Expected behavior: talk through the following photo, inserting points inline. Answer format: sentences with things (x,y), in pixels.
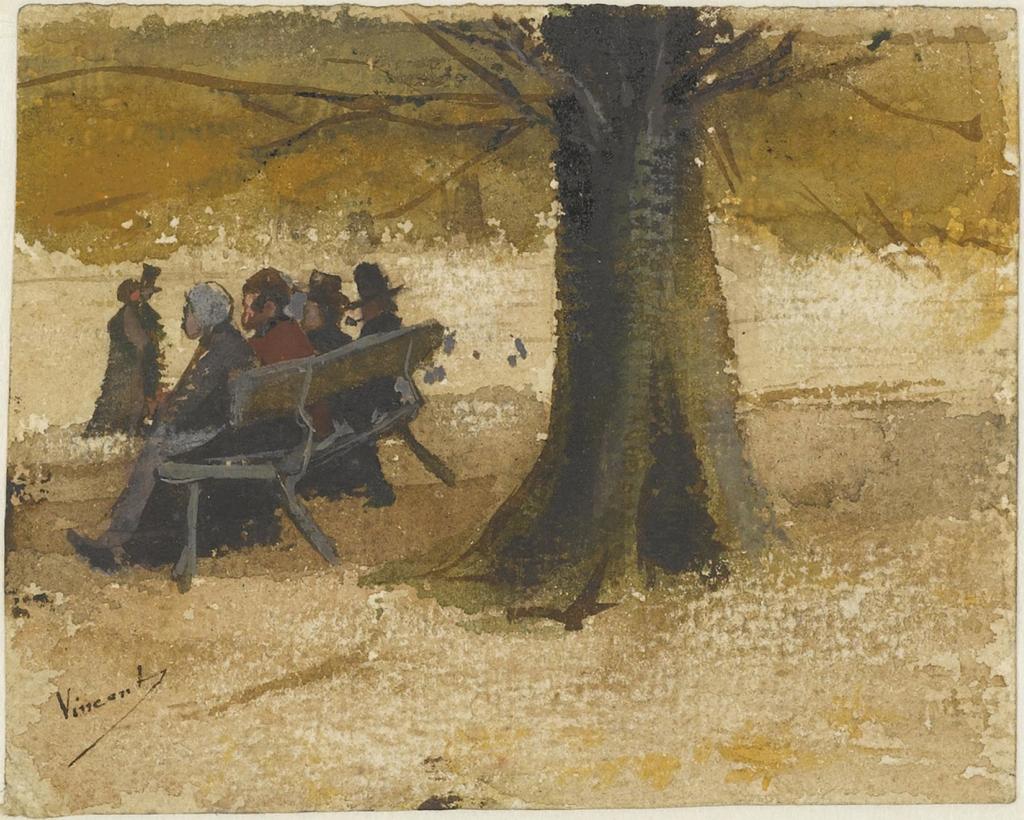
This is painting, we can see these people (163,407) sitting on bench (305,429) and this person (147,358) standing and we can see tree (602,38).
